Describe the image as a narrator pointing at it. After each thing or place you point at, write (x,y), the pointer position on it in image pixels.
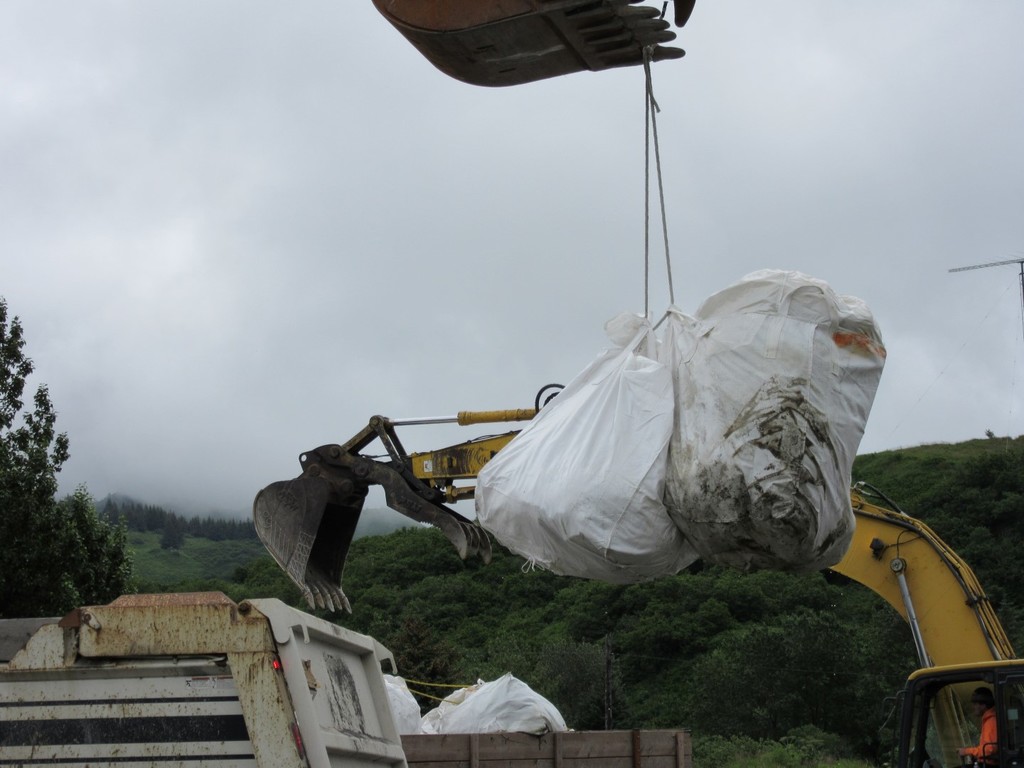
In the image we can see a vehicle (25,686), plastic bag (610,422), rope (644,295), trees (51,538), mountain (436,529) and a cloudy sky (304,284). We can even see there is a person (982,741) wearing clothes (994,738).
